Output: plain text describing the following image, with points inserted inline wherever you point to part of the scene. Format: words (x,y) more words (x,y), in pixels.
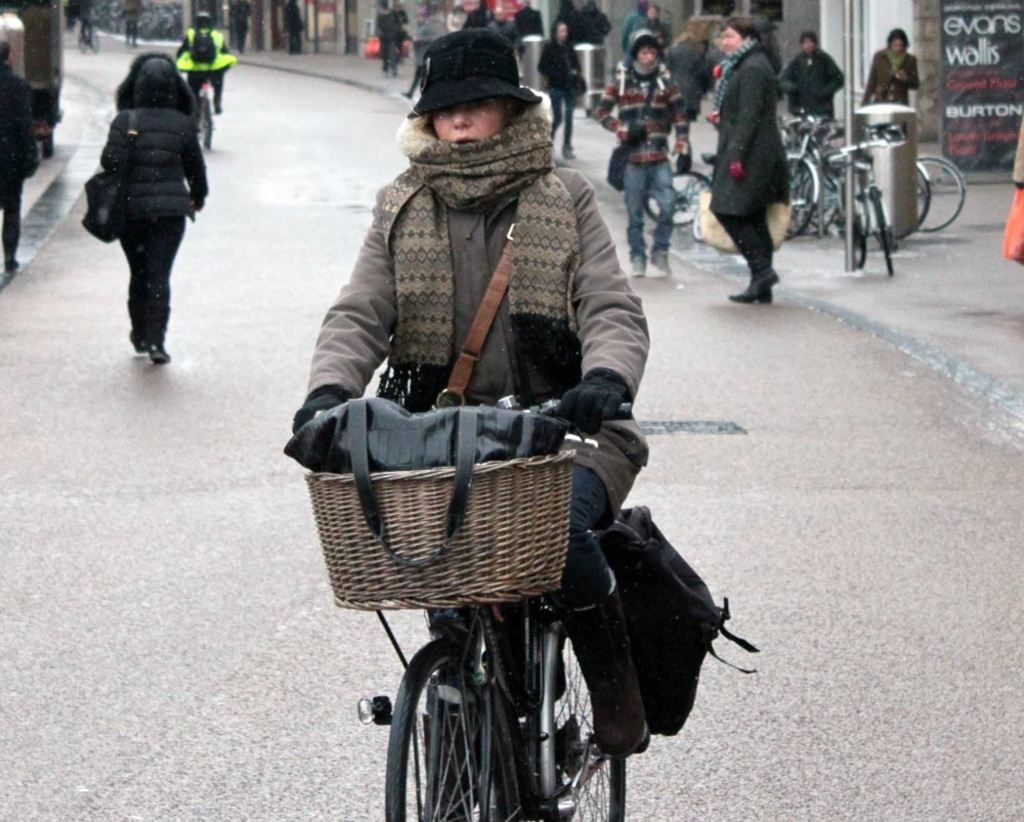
In the image in the center (355,319) we can see one person (469,273) is riding cycle (465,701), he is wearing hat (453,70). And coming to the background (216,77) we can see a lot of peoples (687,77) were standing, walking and riding bicycle (202,102) on the road (246,151). And we can see the building (322,3) and some sign boards (951,97).
